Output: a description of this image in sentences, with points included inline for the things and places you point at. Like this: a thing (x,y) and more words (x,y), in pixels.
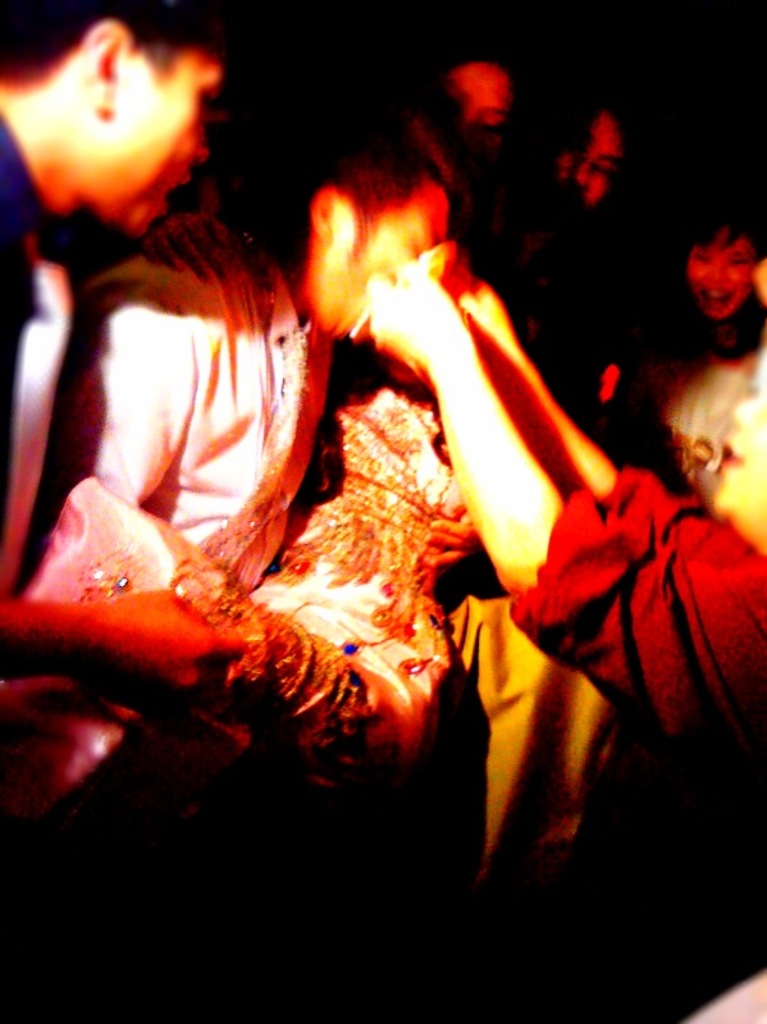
In the picture there are many people (388,577) present.
